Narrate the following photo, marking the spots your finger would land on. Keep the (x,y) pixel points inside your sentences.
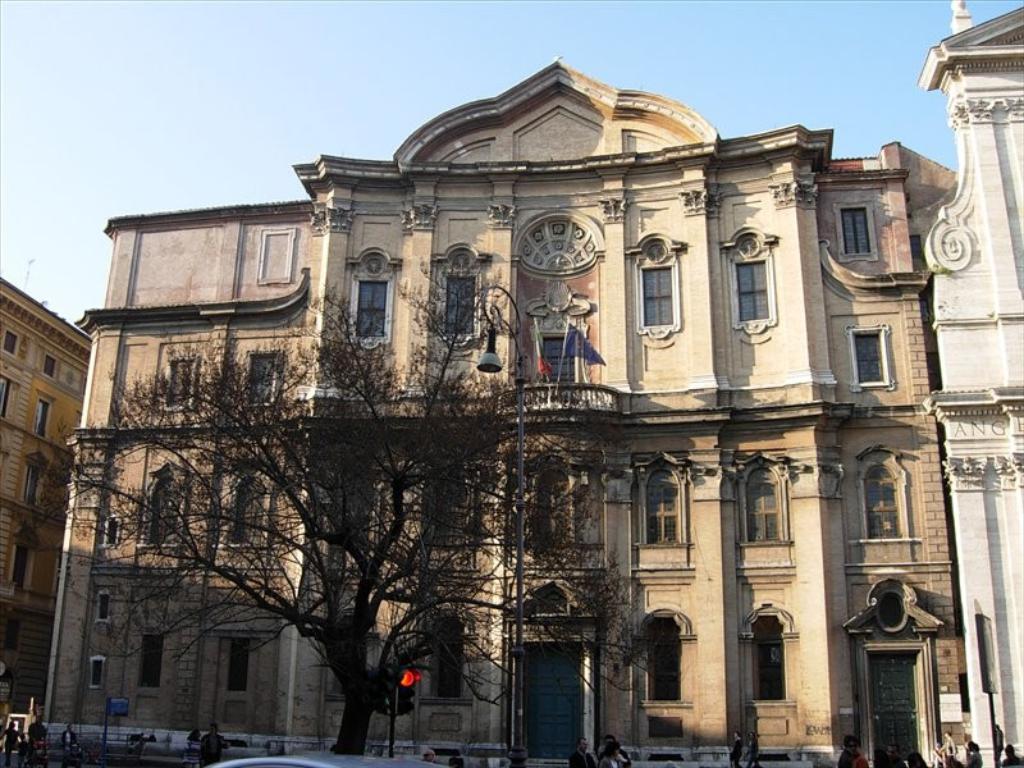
In this image I can see a vehicle (383,764), few persons (193,752), few boards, few poles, a traffic signal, a tree (441,492) and few buildings (651,435). I can see few flags (585,342) to the building (574,319) and in the background (688,68) I can see the sky (390,72).
